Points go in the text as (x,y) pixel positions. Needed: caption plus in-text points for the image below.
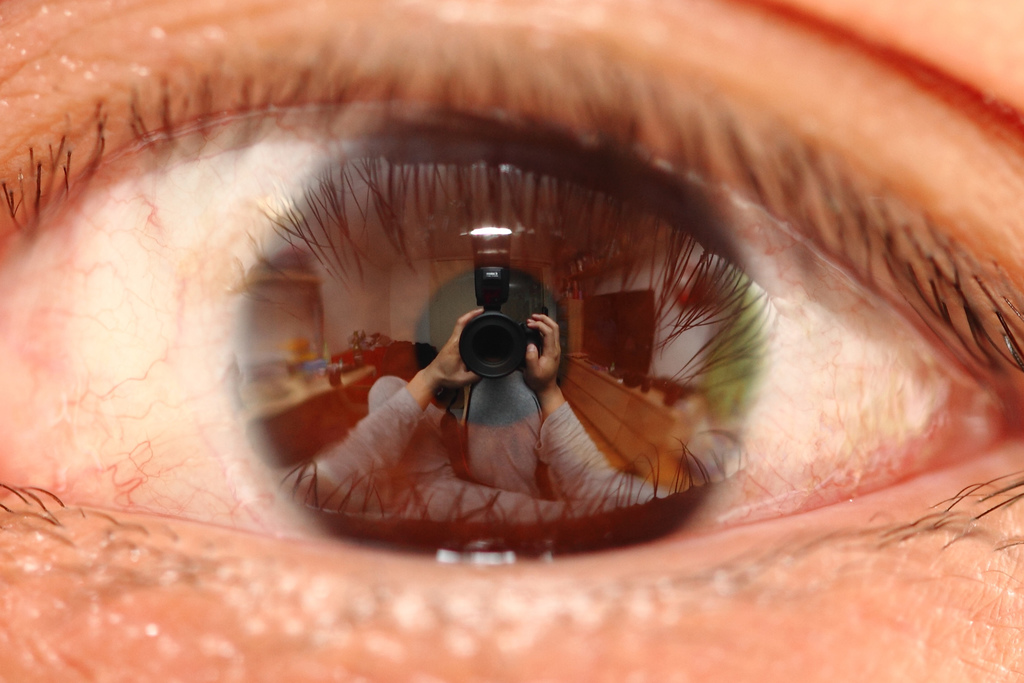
This is the image of an eye (140,353), there is a pupil (369,215) in which we can see the reflection (505,423) of a person (505,423) holding camera (470,357), there is a television (595,349), there is a table (289,412) with flower vase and other objects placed on the table (307,404).
